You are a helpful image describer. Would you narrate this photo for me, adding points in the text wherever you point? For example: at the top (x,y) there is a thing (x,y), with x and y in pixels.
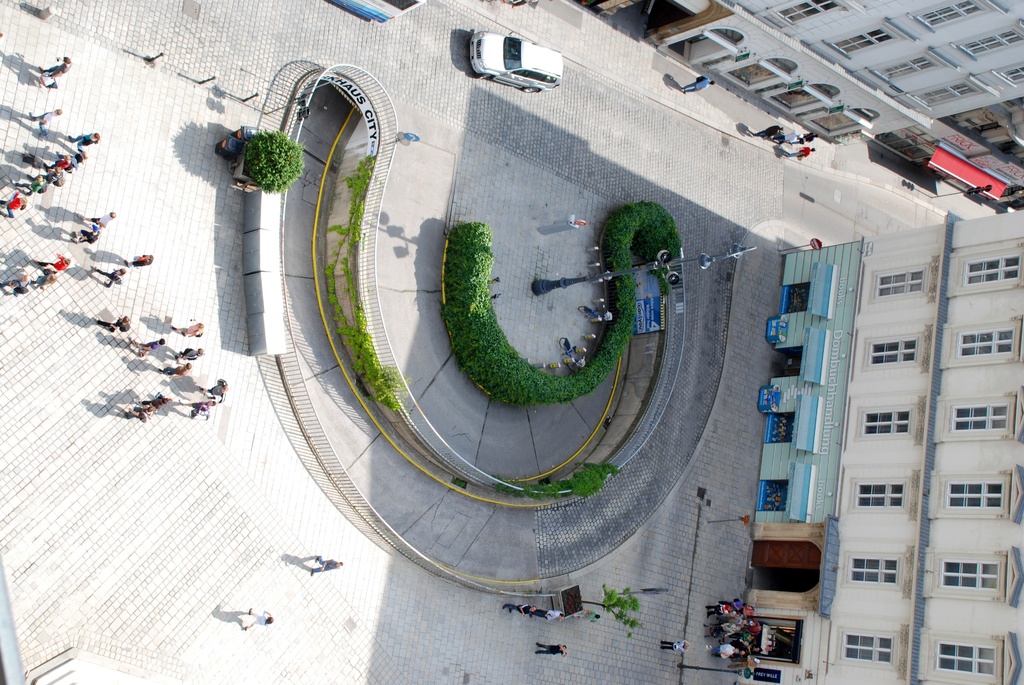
In this picture we can see the buildings (976,48), windows (985,39), poles (705,263), boards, people (682,645), vehicle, trees (653,242), railing (372,101) and few objects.
